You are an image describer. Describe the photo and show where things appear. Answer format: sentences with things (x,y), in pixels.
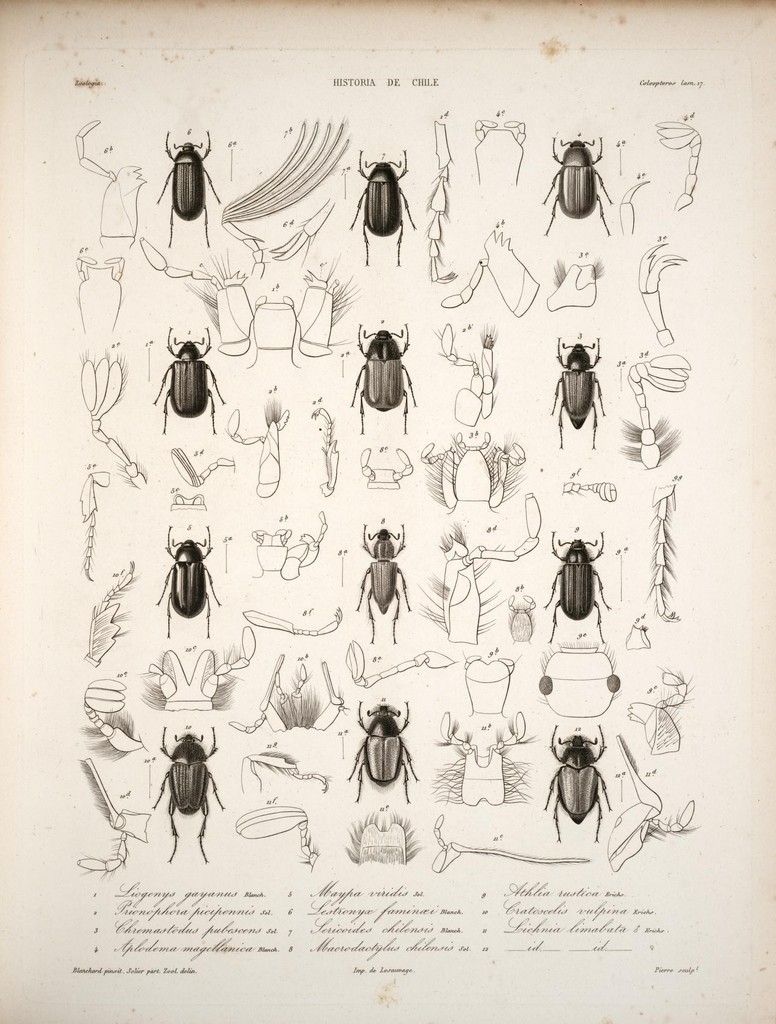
In this image there are some pictures (375,170) of an insects (360,170) as we can see in middle of this image (427,518) and there is some text (127,916) written at bottom of this image (343,917).
